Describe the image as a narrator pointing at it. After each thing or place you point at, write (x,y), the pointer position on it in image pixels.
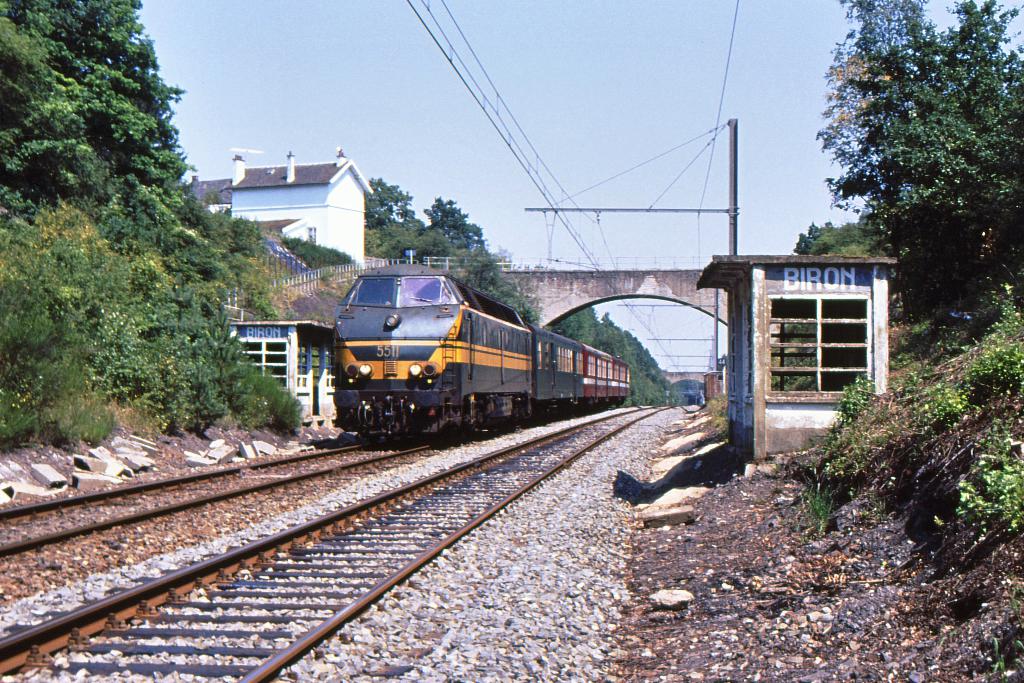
In this image we can see a train (437,317) on the track (16,514). we can also see a house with a roof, trees (37,309), pole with wires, a bridge (561,301) and the sky (406,96).
